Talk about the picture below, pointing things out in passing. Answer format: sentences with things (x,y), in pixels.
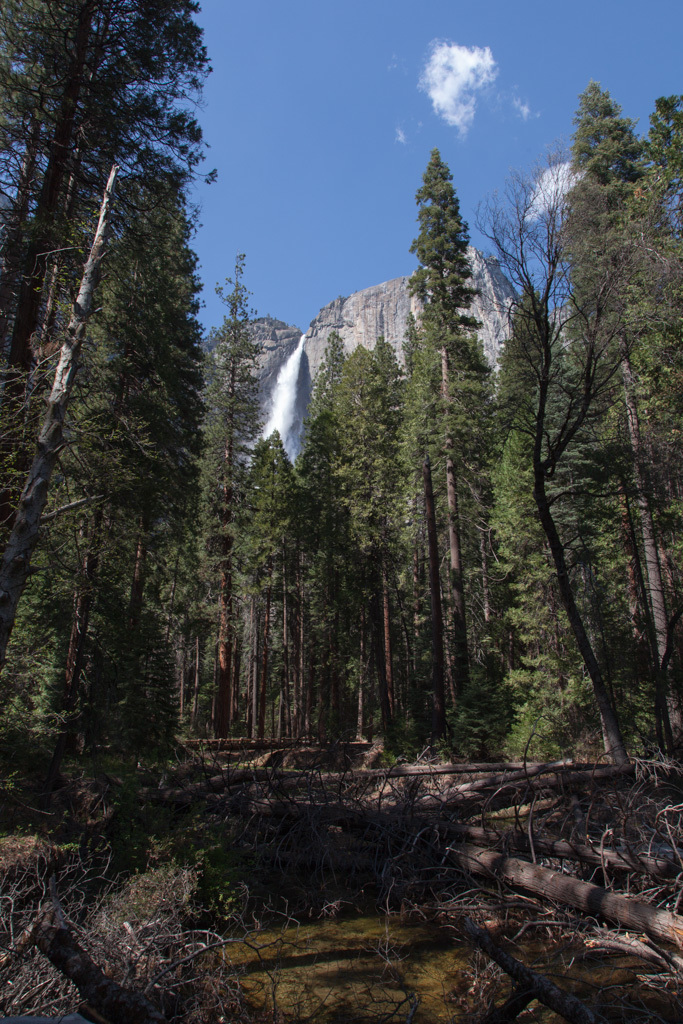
In front of the image there is water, dry branches (337,822) and wooden logs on the surface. Behind them there are trees (185,292) and mountains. In the background of the image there is a waterfall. At the top of the image (359,248) there are clouds (440,89) in the sky (493,93).
